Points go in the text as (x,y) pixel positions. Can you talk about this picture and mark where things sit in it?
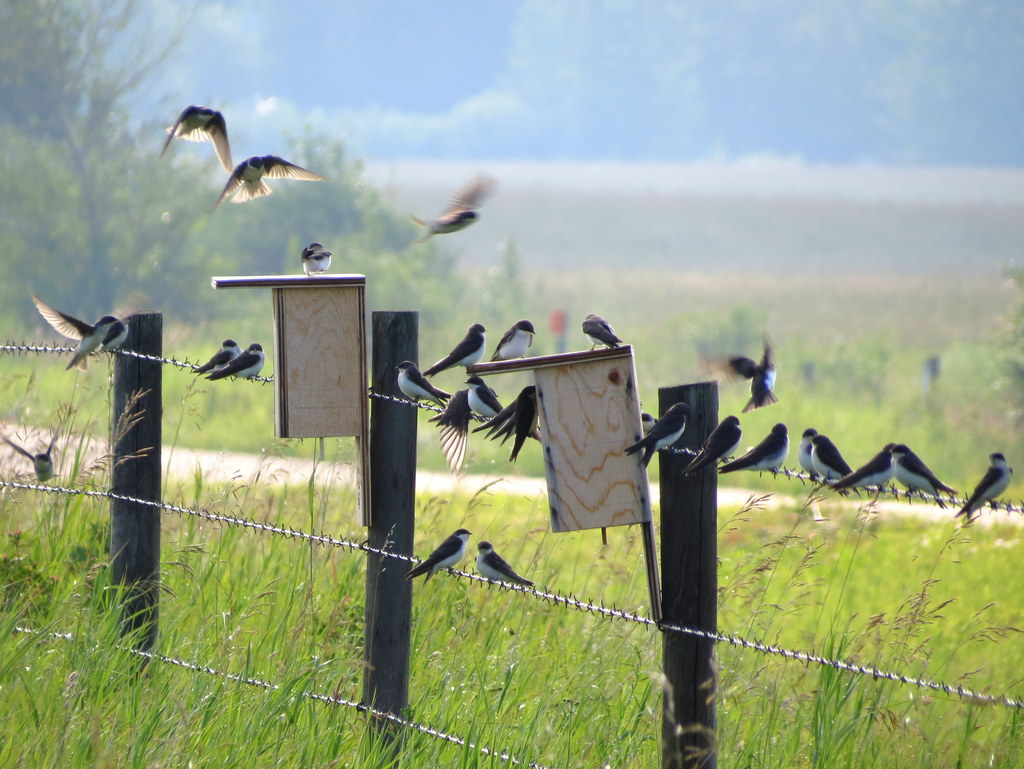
In this image, we can see some birds (83,327) sitting on the fence wire (447,411), we can see some birds (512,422) flying, there are some places (569,488), we can see green grass (572,562) and trees (214,228).
